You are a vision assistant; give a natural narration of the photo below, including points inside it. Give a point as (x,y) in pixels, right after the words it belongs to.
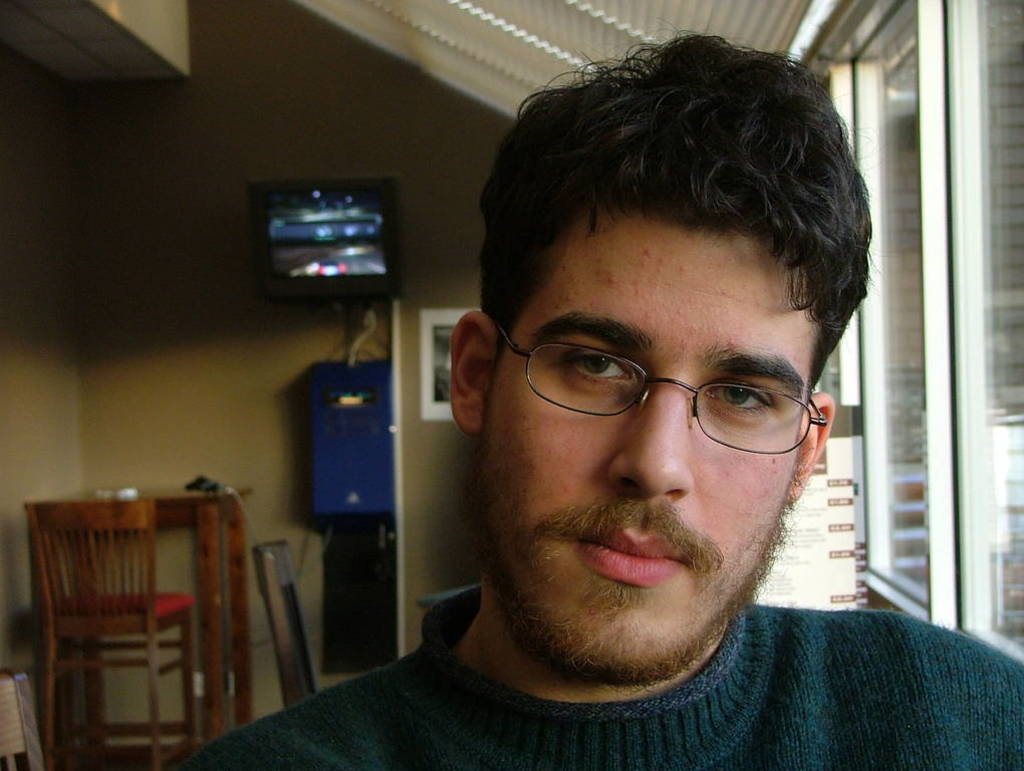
This picture is clicked inside. In the foreground (673,478) there is a man (597,434) wearing spectacles (604,406) and seems to be standing. In the center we can see the chairs (99,582) and some other items (343,458) are placed on the ground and there is a wooden table (218,500). In the background (293,292) there is a wall mounted television (336,292) and some other items (370,320).
